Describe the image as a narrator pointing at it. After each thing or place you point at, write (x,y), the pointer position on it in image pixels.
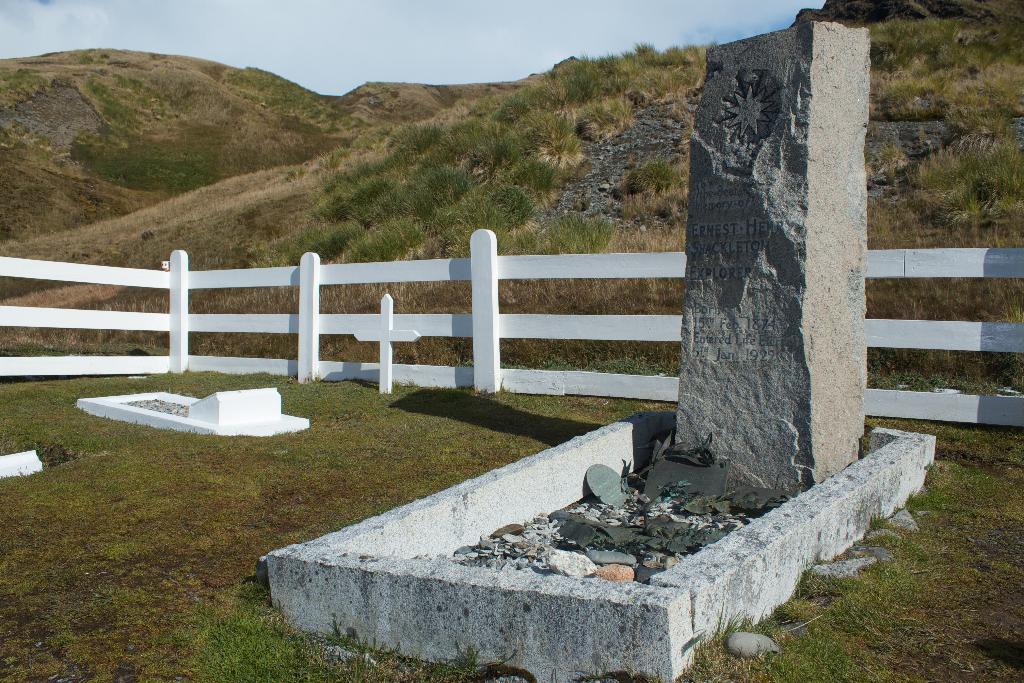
This picture is clicked outside. On the left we can see there are some objects (482,592) which seems to be the graves (784,387) of the persons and we can see the text (770,332) on the head stone (790,286) and we can see the green grass (340,513), railing (308,268) and hills (429,171), sky (616,43) and some other objects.
